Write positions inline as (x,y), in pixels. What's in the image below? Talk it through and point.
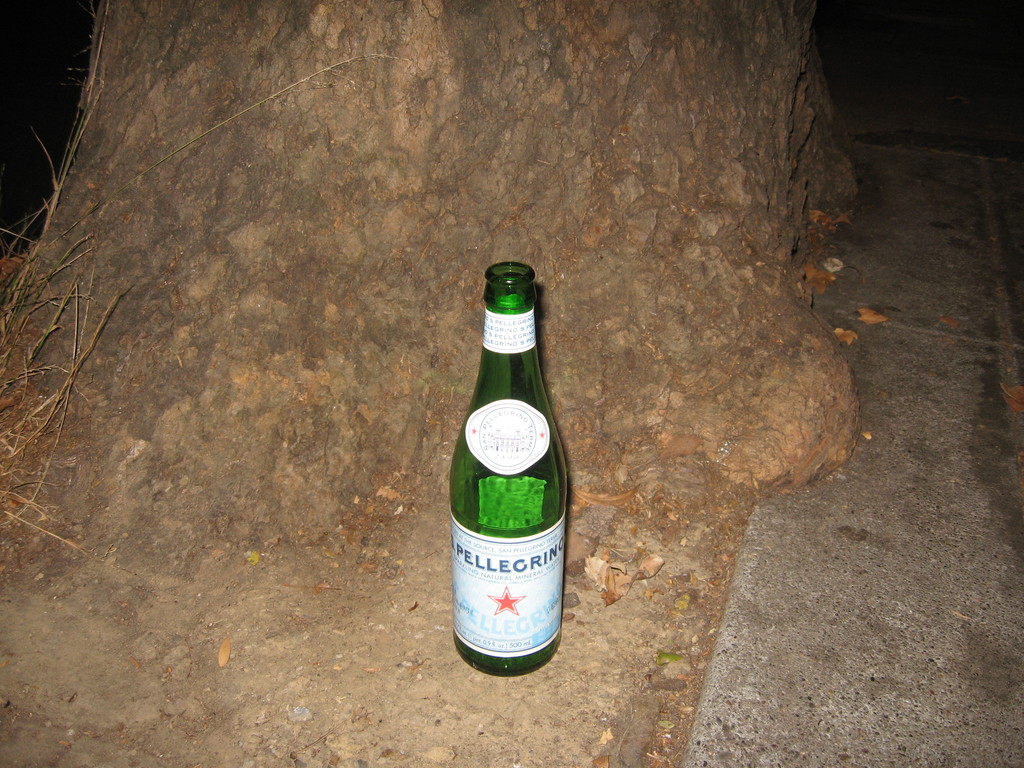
In this image I can see a green color bottle (473,599) kept kept beside the tree trunk (333,239).
